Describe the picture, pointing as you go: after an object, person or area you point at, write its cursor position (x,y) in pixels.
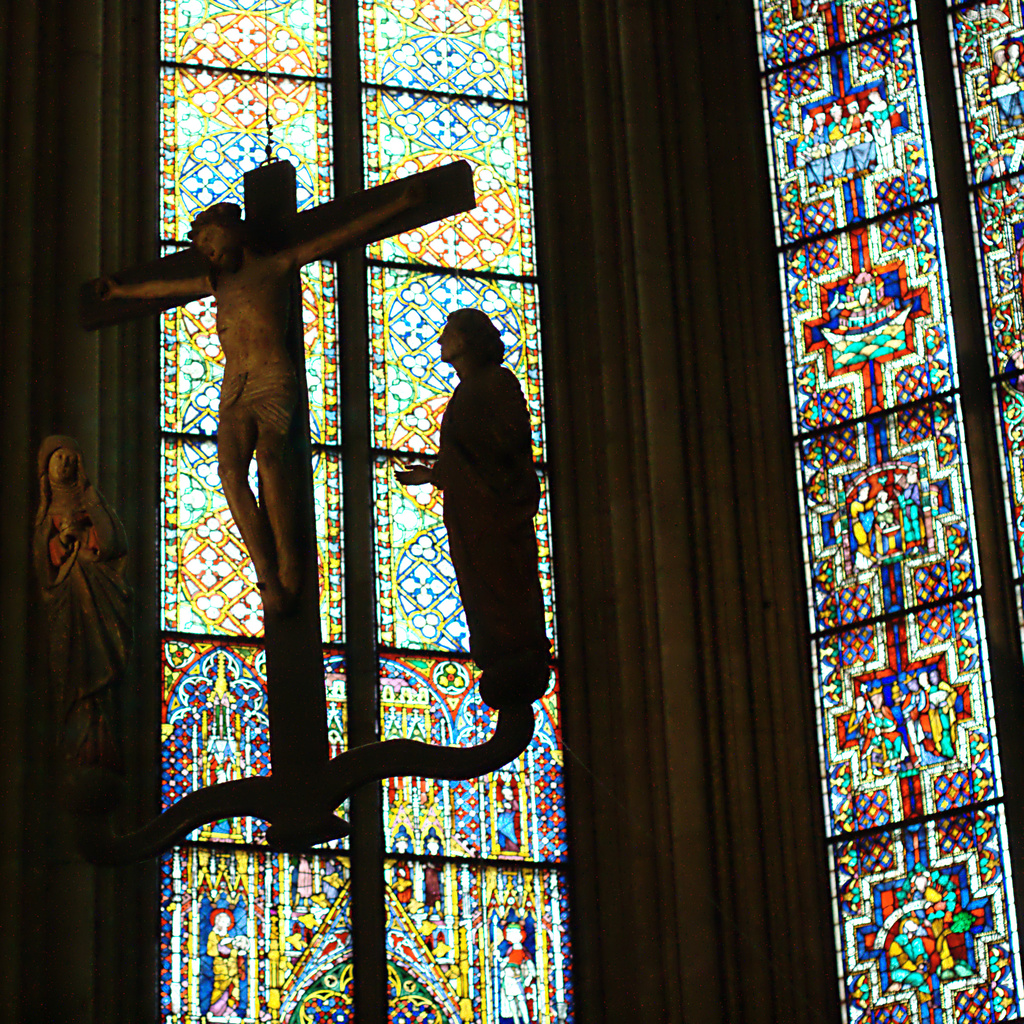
In the picture I can see three statues (259,433) of persons (520,502) and there is a glass (436,157) which has a design (859,304) on it in the background (847,284).
